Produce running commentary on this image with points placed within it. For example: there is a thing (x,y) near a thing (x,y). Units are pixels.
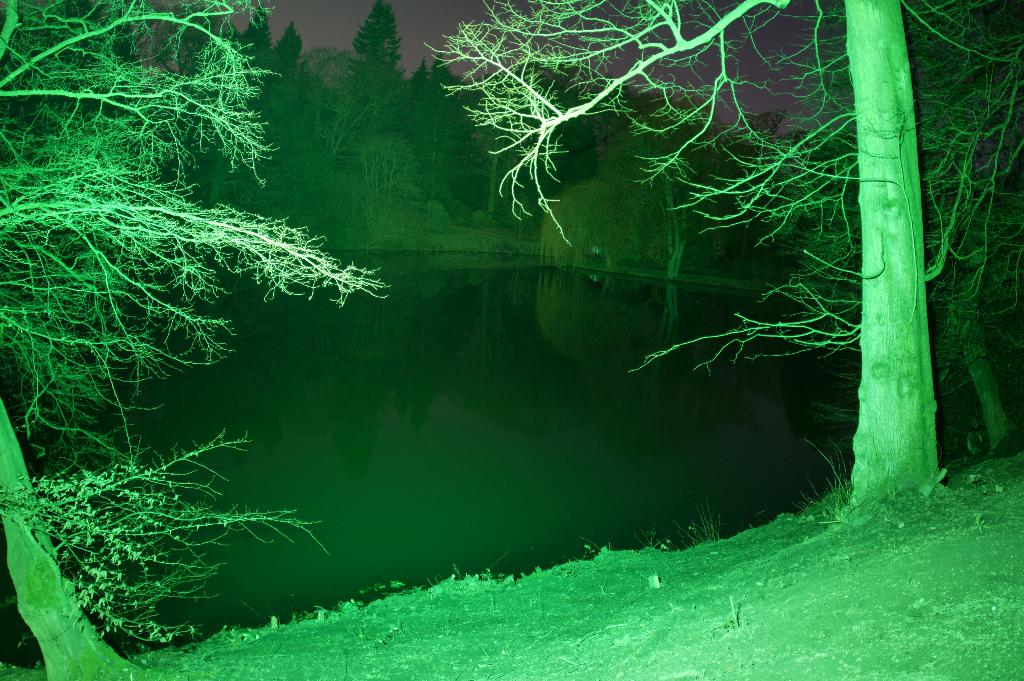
In this image there is water (491,468). There is grass (1000,562). There are trees (788,271) in foreground (66,135) and background (468,167). There is a sky (531,17).
